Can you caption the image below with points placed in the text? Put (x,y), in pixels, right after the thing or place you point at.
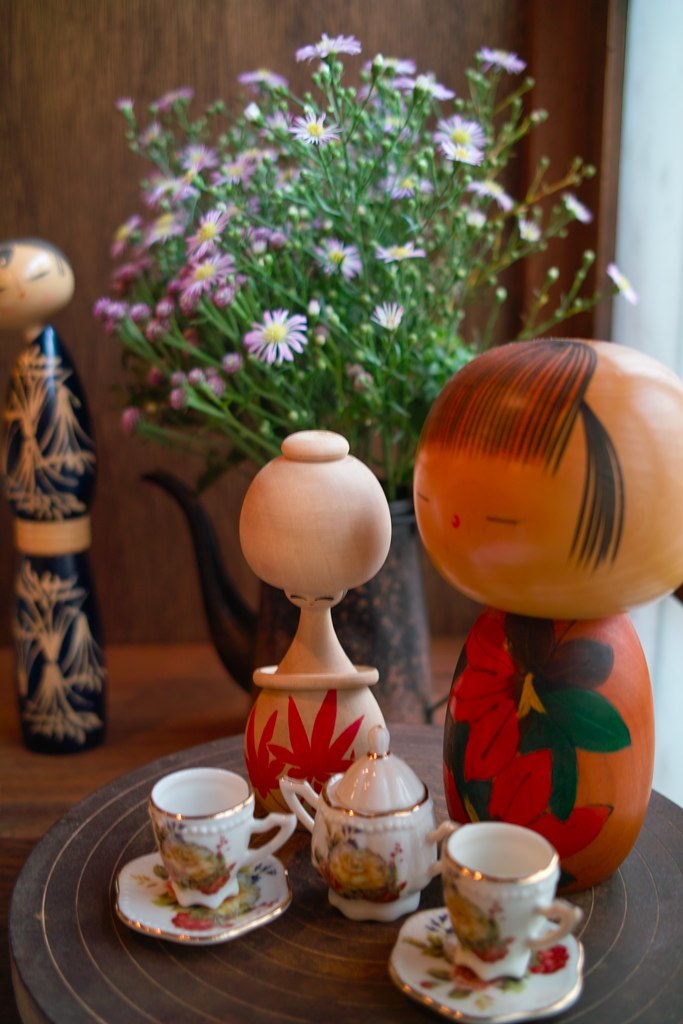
At the bottom of the image (187,753) we can see a table (127,774), on the table (127,774) we can see some cups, saucers (583,975) and decorative items (388,514). Behind them we can see a plant (407,296) and wall (596,267).
